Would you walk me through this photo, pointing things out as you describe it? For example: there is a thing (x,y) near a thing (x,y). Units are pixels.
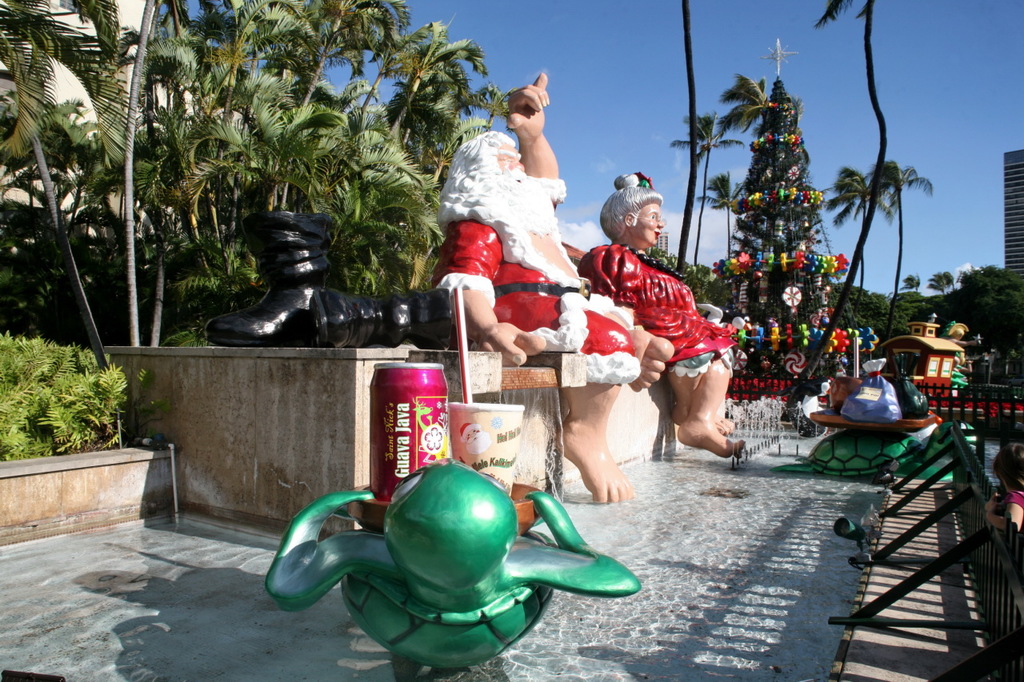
In the image I can see sculptures (604,423) of a man (528,299) and a woman (657,282). I can also see trees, plants (99,404), fence (940,566) and some other objects (555,518) on the ground (919,507). In the background (629,169) I can see the sky (609,139).
